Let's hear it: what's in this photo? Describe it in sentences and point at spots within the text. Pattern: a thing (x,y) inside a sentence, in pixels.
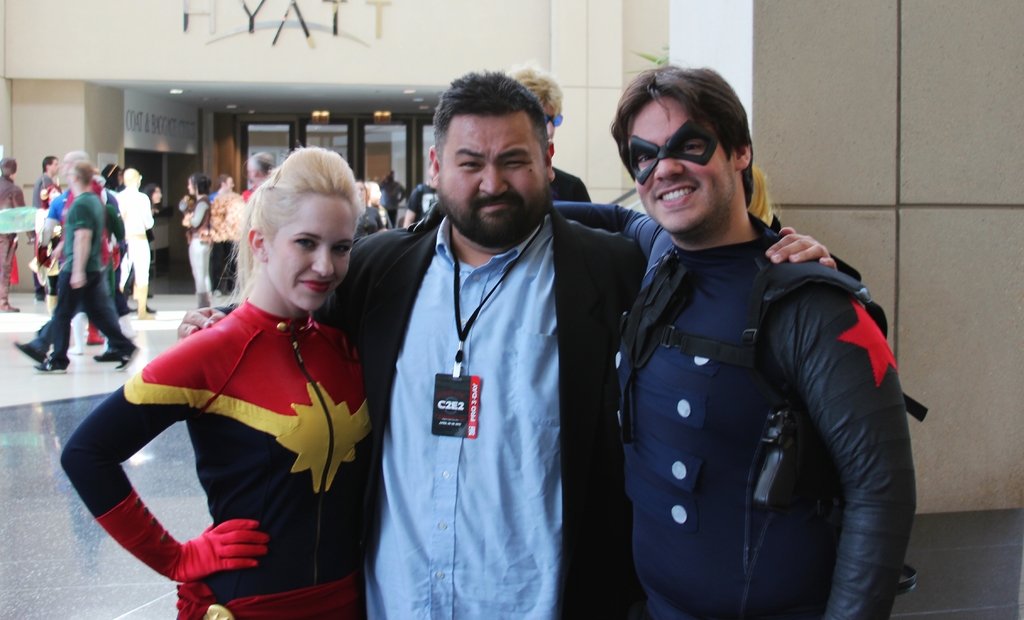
In this picture, we see two men (538,332) and a woman (294,373) are standing. They are smiling and they are posing for the photo. Behind them, we see two people (554,130) are standing. On the left side (192,187), we see many people (198,233) are standing. On the right side (862,101), we see a wall (900,311). In the background (210,44), we see a building (75,93) which has the glass doors (371,143). On top of the building (235,40), we see a white color board (176,109) with some text (151,120) written on it. This picture might be clicked in the mall (181,155).
